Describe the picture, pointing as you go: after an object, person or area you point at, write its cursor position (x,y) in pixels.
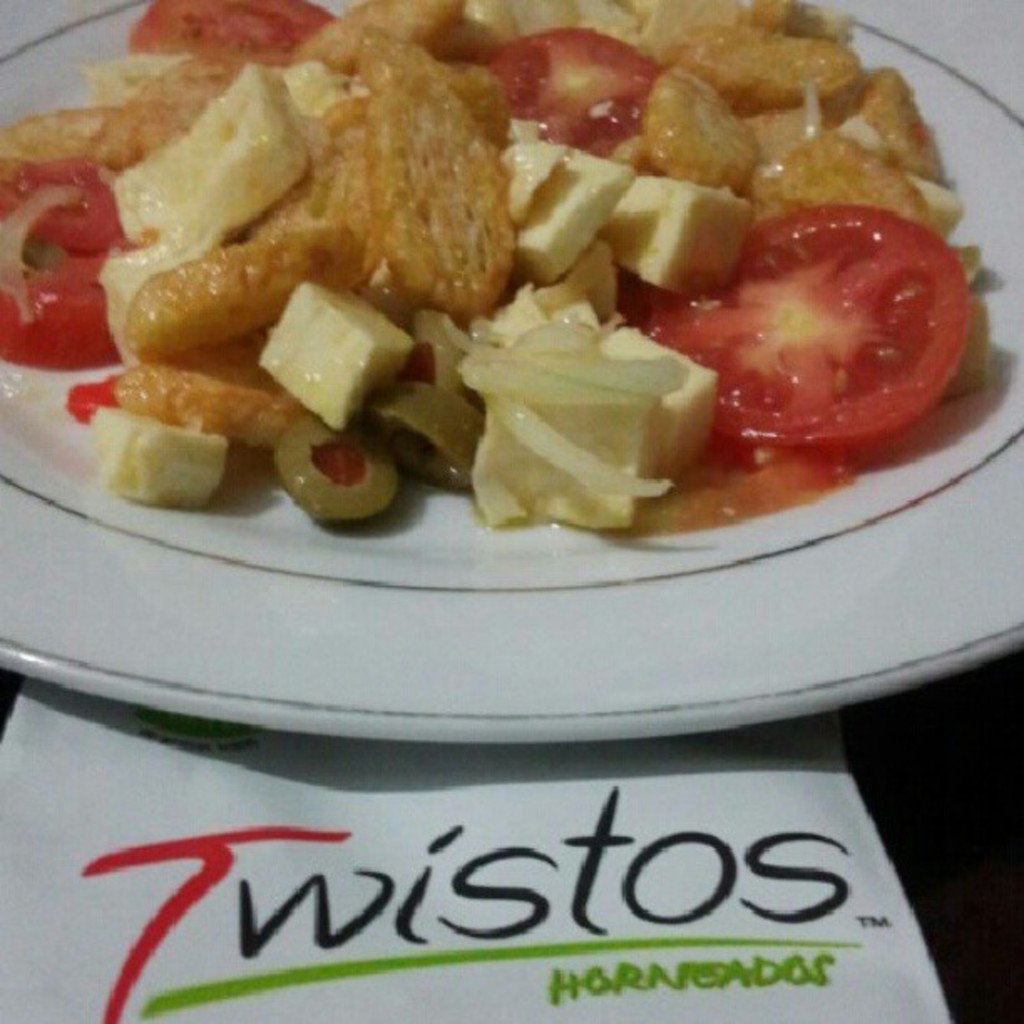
There is a food item (424,482) kept in a white color plate (390,542) as we can see at the top of this image (302,249). There is a text (281,832) written on a white color paper (431,860) is at the bottom of this image (495,909).
